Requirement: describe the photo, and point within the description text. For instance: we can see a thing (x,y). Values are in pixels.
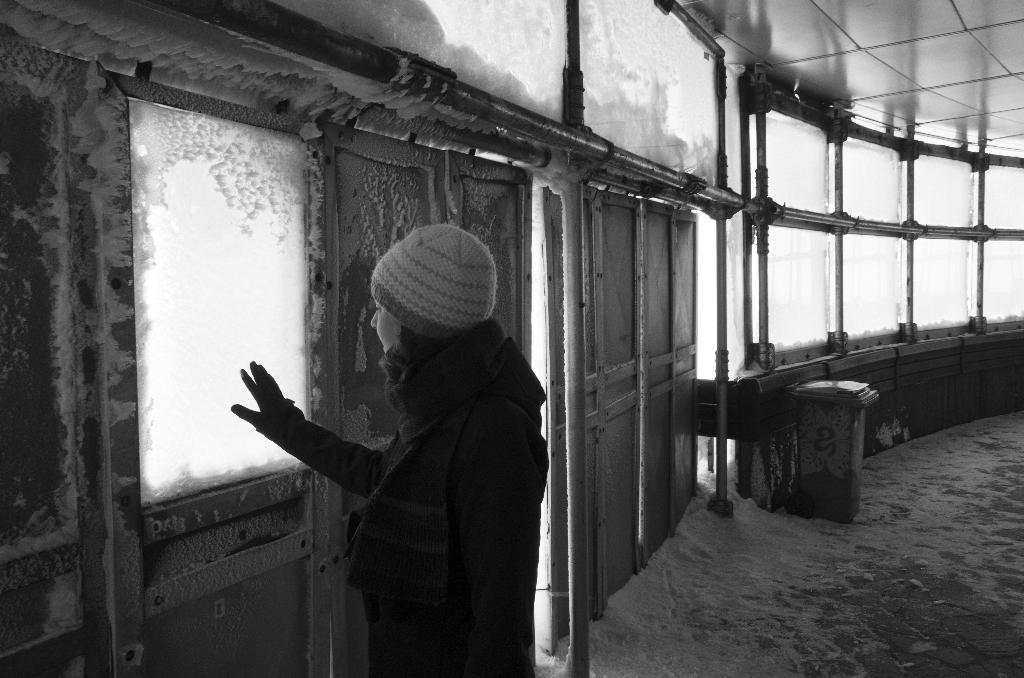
This image consists of a woman (424,480) wearing a coat (431,677) and a cap (445,322). At the bottom (807,598), there is snow (815,561). It looks like the picture is clicked inside the building (308,262). At the top (924,102), there is a roof (879,17). In the front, we can see a dustbin (846,464).
